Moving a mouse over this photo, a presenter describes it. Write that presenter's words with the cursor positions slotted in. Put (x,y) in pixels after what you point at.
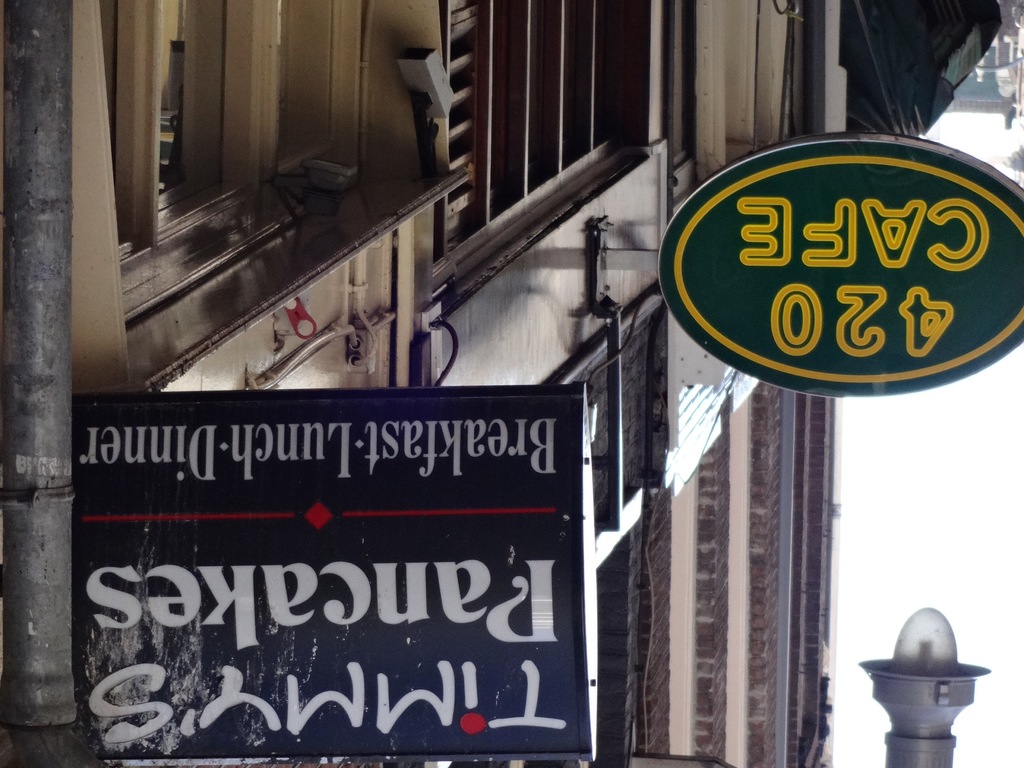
This is a rotated image. In this image there is a building (668,628) and a few boards (431,486) with some text (501,626) are attached to it and there is a lamp (898,664).
